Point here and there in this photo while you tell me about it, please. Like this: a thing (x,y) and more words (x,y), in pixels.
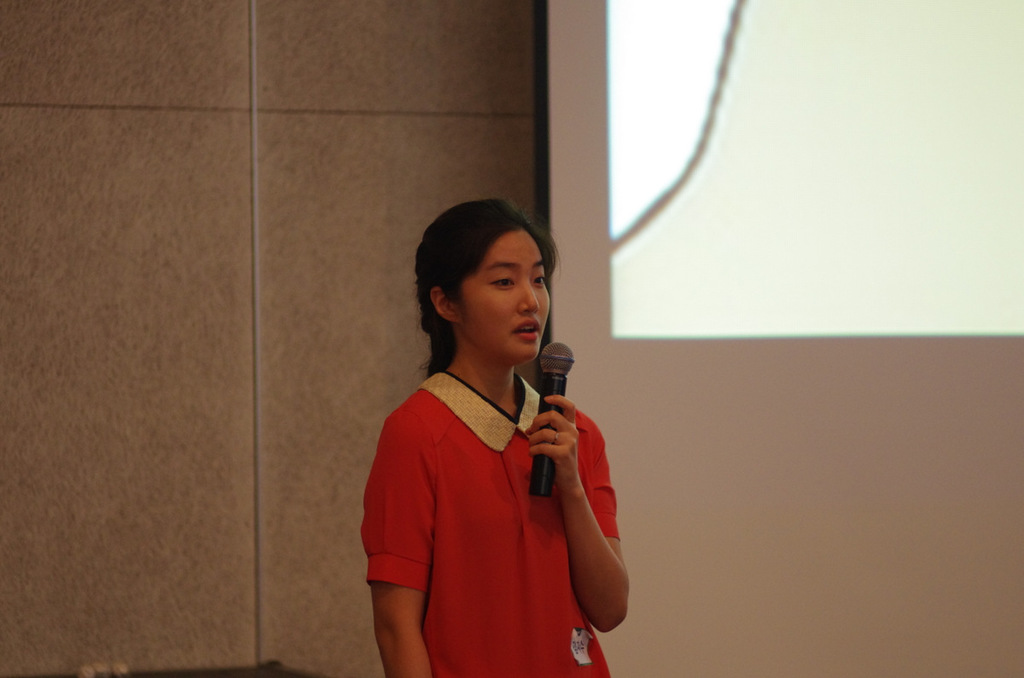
In this picture I can see a woman (587,456) standing and speaking with the help of a microphone (549,481) and I can see projector light (759,111) on the wall (779,173).
